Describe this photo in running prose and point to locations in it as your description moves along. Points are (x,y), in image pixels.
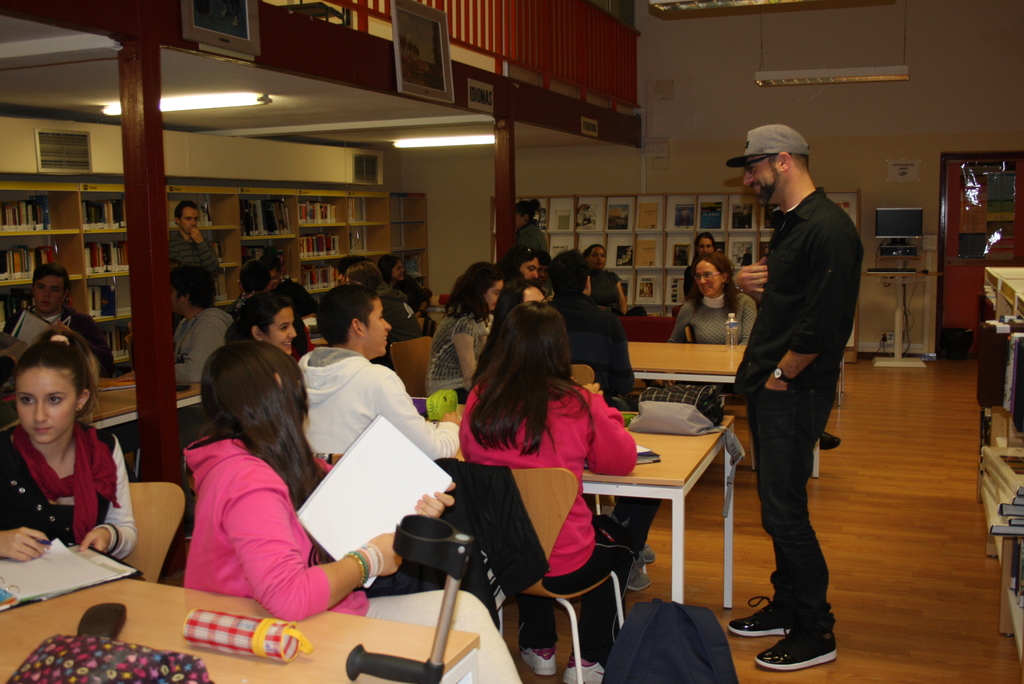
In this image I see number of people (93,331) in which most of them are sitting and few of them standing. I can also see there are lot of tables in front of them on which there are few things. In the background (119,330) I see racks (65,187) in which there are lot of books (88,301) and I can also see the lights (489,140) on the ceiling (347,102).
